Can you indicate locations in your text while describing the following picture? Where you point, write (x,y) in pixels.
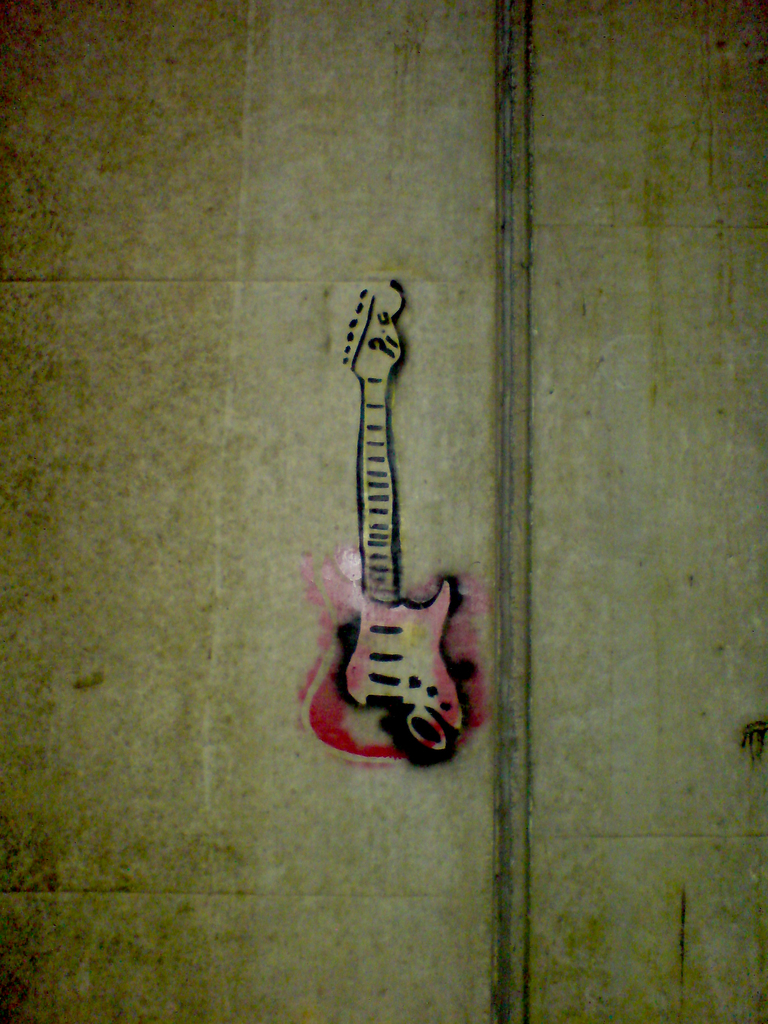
In the center of the image (272,392) there is a wall (405,257). On the wall (338,558), we can see a painting (375,567) of a guitar (465,726).
